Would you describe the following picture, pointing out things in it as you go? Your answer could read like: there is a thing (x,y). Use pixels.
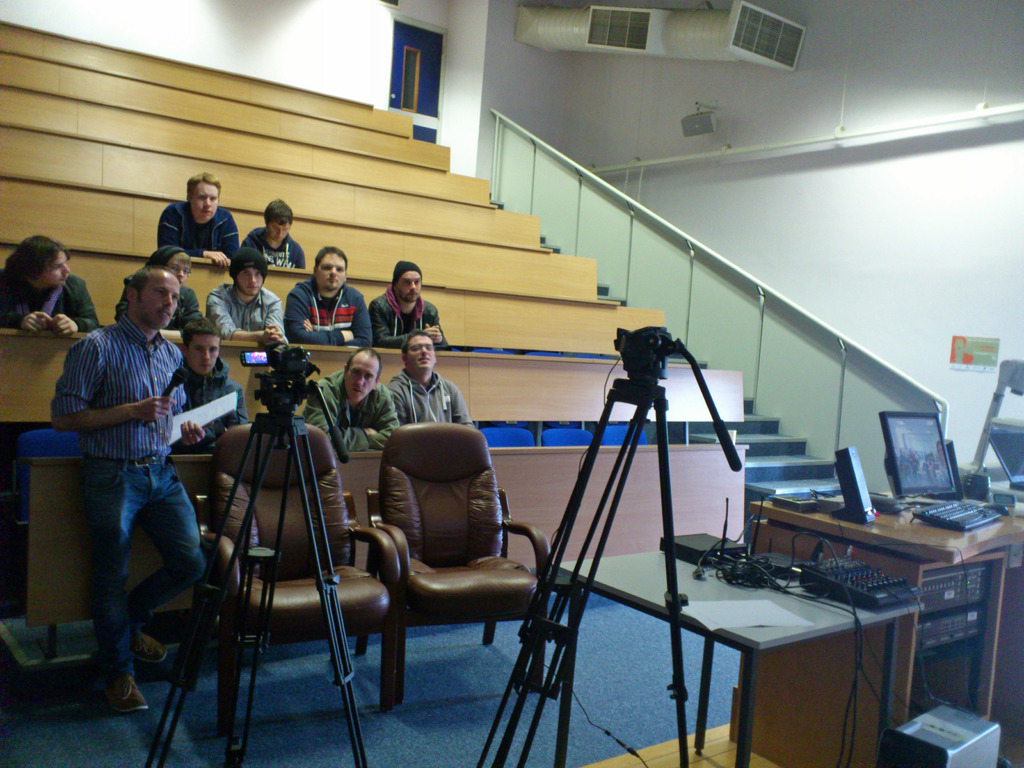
The picture is taken inside an auditorium (371,303). There are people (205,342) sitting on chair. There is a camera (305,367) in the left (163,380) a person (151,383) is standing in front of the camera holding a mic (176,375) and paper (200,410). He is talking something. On the right (888,518) there is a table (888,518) on that there are systems (813,563), monitor (909,486), keyboard (965,507). On the right (803,461) there is a staircase (793,451). In the middle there is a door (418,94).
